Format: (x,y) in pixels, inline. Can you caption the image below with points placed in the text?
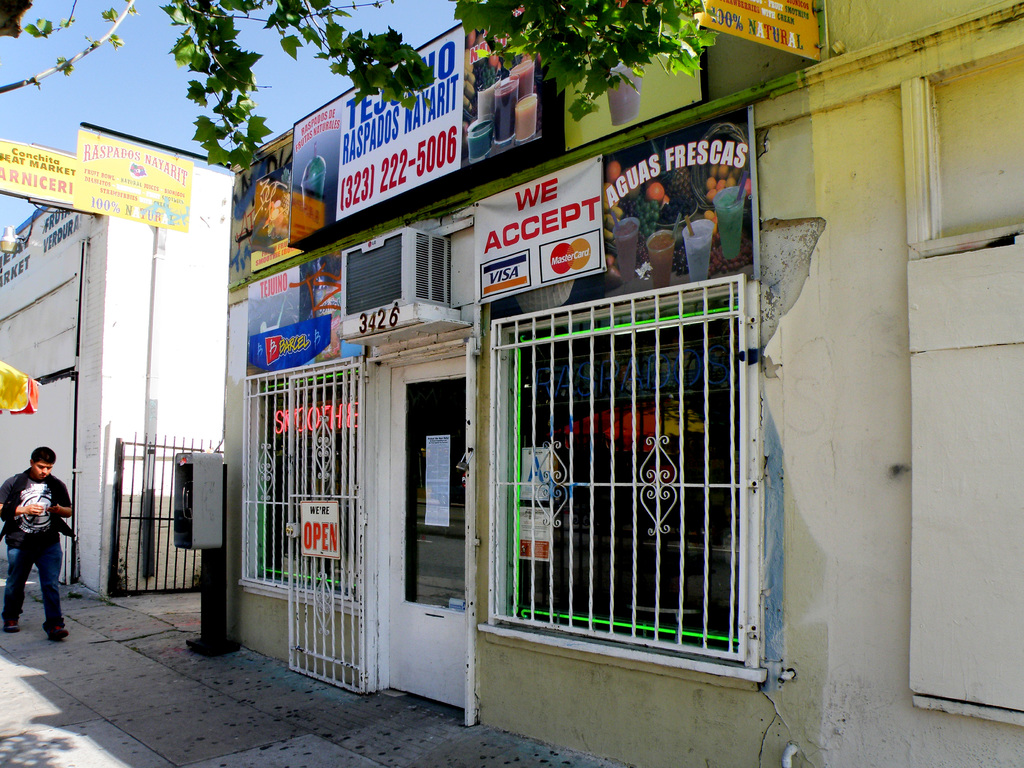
On the left side of the image we can see a person (48,562) is walking and some posters (108,195). In the middle of the image (433,489) we can see a shop (433,489), air conditioner (364,296), leaves (561,66) and a board (436,158). On the right side of the image (876,455) we can see a wall (907,249).
